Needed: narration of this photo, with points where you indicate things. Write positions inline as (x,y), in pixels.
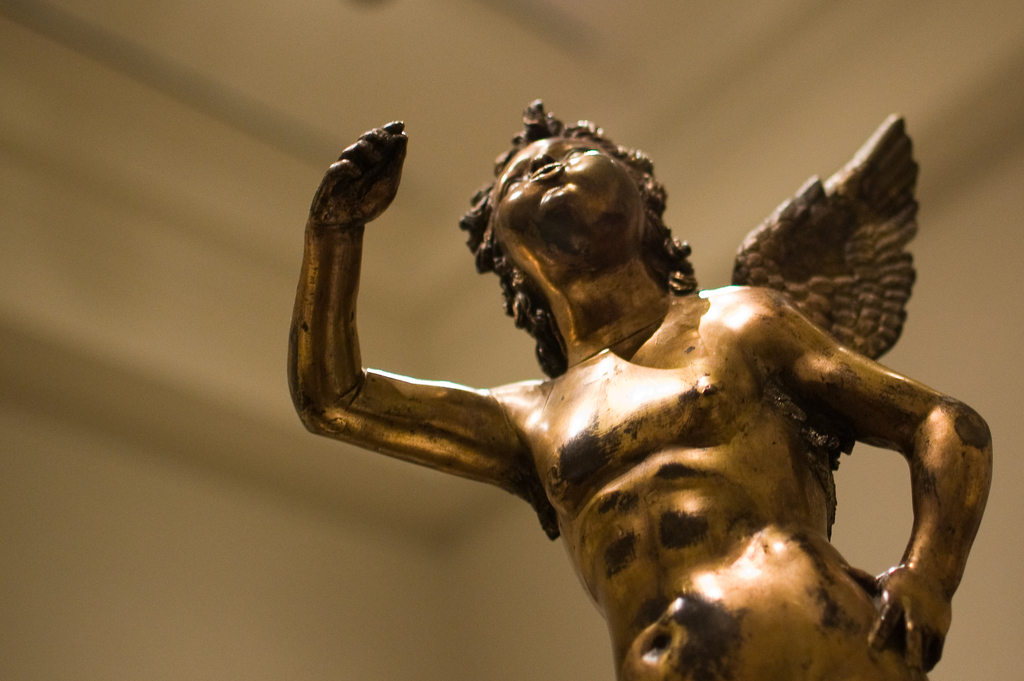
This picture seems to be clicked inside. On the right (884,240) we can see a sculpture (599,293) of a person (760,456) with the wings (899,231). In the background (608,7) we can see the wall (323,534) and the roof (841,12).
